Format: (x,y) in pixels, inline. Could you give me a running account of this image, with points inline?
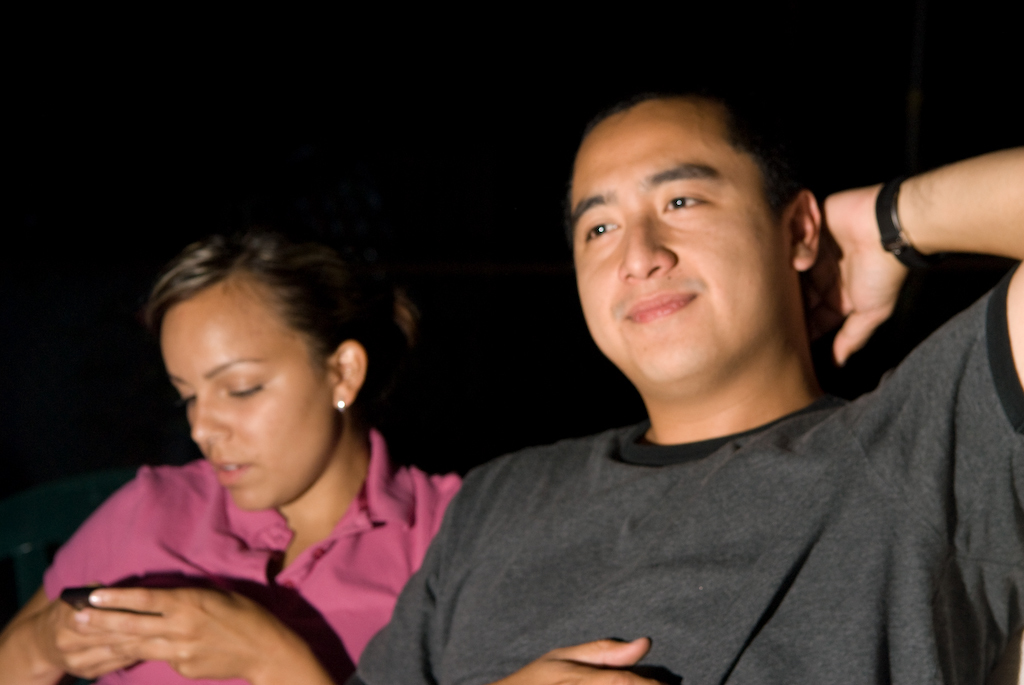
In this picture I can see a man (614,482) and a woman (435,510), they are wearing the t-shirts (535,612).
